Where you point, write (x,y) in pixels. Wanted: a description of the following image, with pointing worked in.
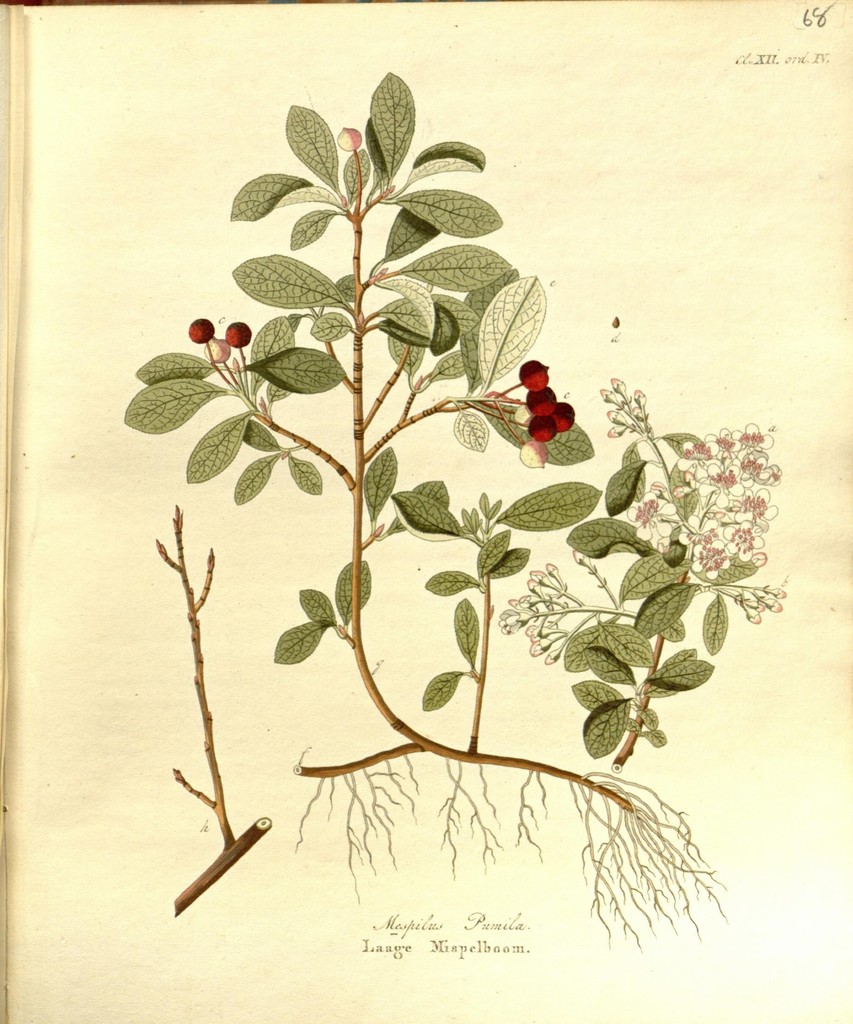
In this picture I can see a paper (96,563), there is a picture (659,487) of a plant (481,541) with leaves (488,518), fruits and flowers (643,392), and there are words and numbers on the paper (342,704).
